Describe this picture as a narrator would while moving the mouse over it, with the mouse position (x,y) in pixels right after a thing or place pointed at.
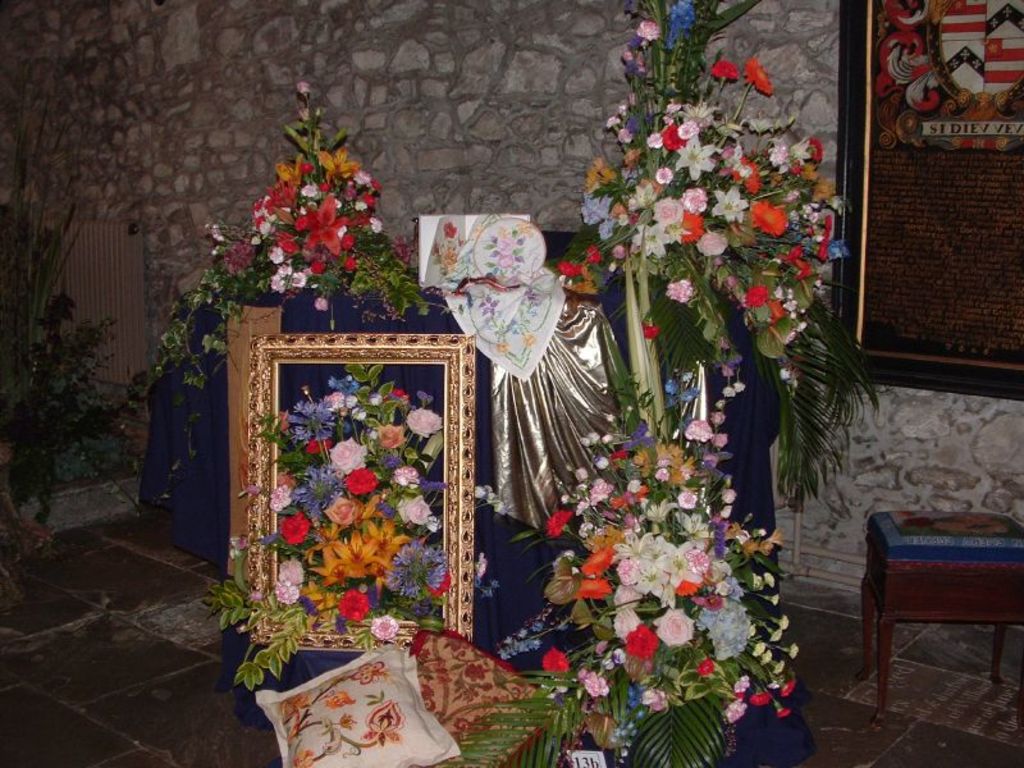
In this image I can see the flower bouquets (331,539) which are colorful. To the side I can see the pillows (406,700) and the stool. I can also see the blue and silver cloth (493,462). In the background (377,156) I can see the board (880,211) to the wall (785,103).
